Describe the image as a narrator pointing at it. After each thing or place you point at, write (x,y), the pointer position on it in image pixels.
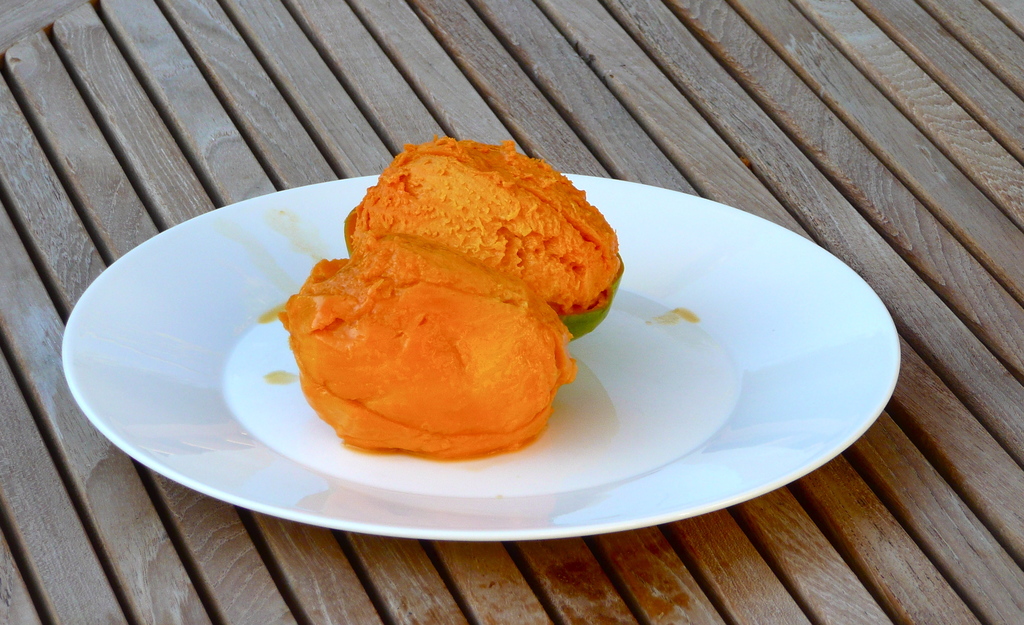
In this image we can see a plate (583,370) containing dessert (481,305) placed on the table (706,604).
